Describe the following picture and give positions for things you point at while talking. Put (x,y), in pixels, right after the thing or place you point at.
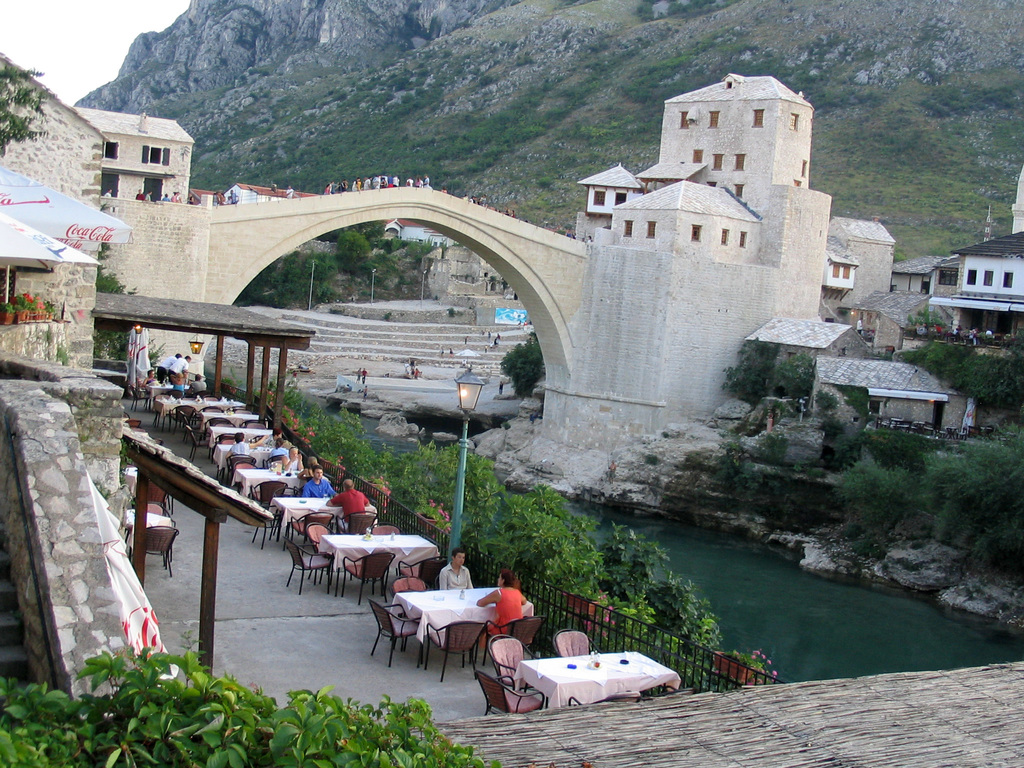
In this image few persons (511,599) are sitting on the chair (161,409) before a table (350,539). Two persons (173,357) are standing. Few persons (231,198) are on the bridge (454,221) and few persons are on the stairs (488,356). At the left side (120,136) there are few houses (69,277) having pots (36,316) with plants (32,304), staircase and leaves (319,722) at the left bottom corner (205,717). At the right side (848,620) there is water (760,606) covered both sides with plants (591,541). There is a fence (573,603) and a lamp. There is a hill (973,176) at the top of the image (711,39).
